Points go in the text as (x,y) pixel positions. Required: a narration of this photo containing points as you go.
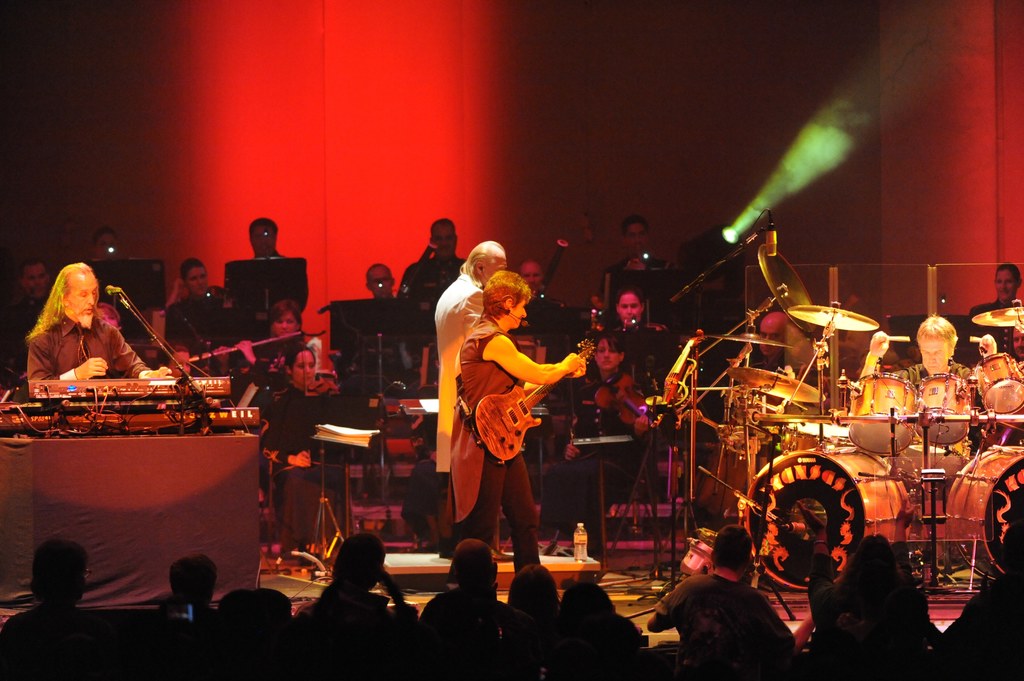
In this image we can see a group of people (452,465), some musical instruments (899,390), a table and a bottle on the stage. In that a man (527,535) is holding a guitar (506,444) and a man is holding the sticks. On the bottom of the image (730,628) we can see a group of people (698,605). On the backside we can see a group of people (617,370) in front of the music stands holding the musical instruments (281,339). We can also see some lights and a wall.
